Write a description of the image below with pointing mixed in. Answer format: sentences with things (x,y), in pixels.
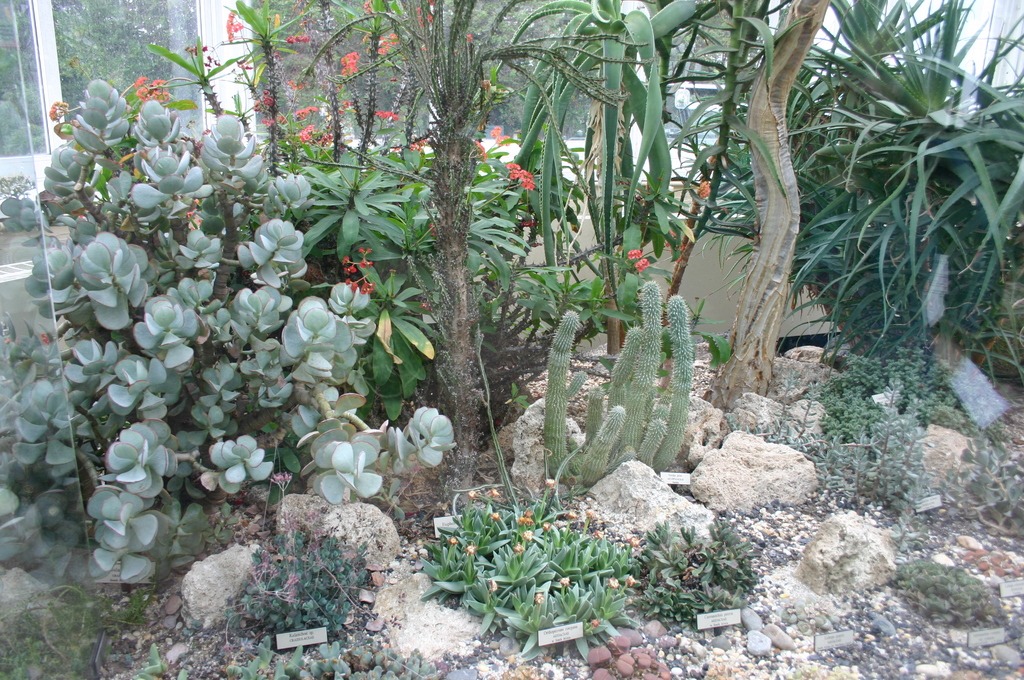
In this picture we can see plants (622,265), stones (711,464) and small name boards (718,618). Behind the plants (245,224) there is a glass (296,74) and trees (143,13).
